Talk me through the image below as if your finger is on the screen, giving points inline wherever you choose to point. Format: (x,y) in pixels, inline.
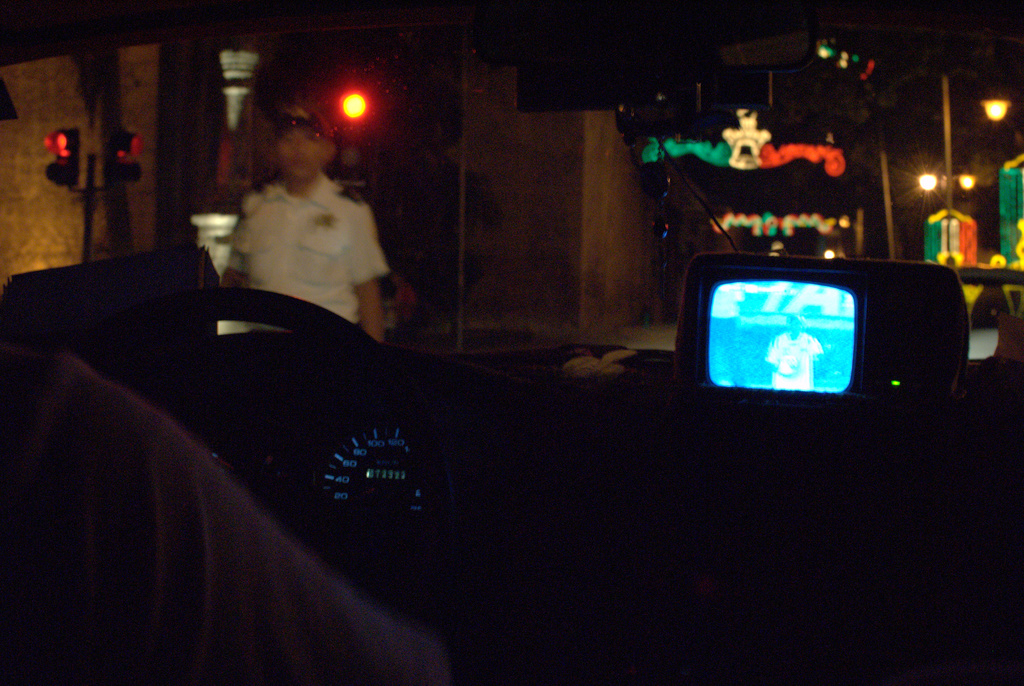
In this image we can see the person (41,383) in the car (404,454) we can see steering (270,480), dashboard (523,470), mirror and windshield (290,130) through which we can see a person (320,261) wearing a uniform (314,264), light poles (883,169) and the buildings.
